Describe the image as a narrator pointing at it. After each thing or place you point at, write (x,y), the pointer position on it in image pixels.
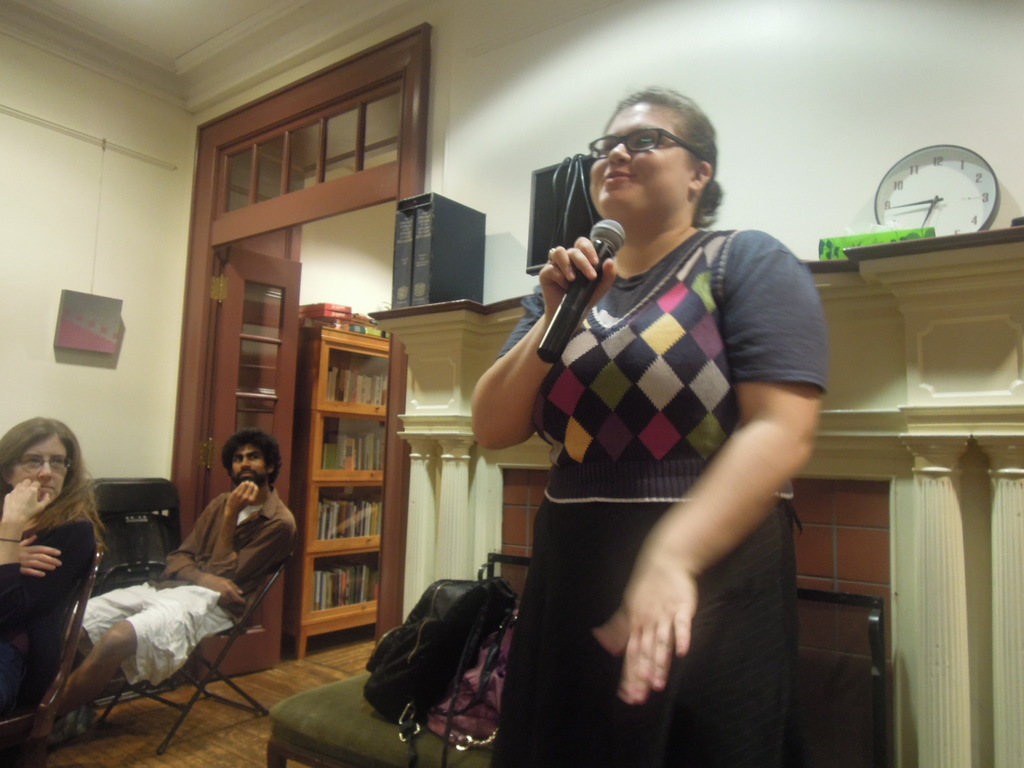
This is an inside view of a room (153,261). Here I can see a woman (611,478) standing and smiling by holding a mike (574,294) in the hand (583,264). Beside her there is a couch (342,727) on which few bags (447,679) are placed. At the back of her there is a construction (890,360) which has four pillars (929,546). On the left side (44,489) a woman (62,534) and a man (166,648) are sitting on the chairs (149,688) and looking at this woman (610,447). In the background (252,301) there is a door (266,303) and also I can see a cupboard (353,486) which is filled with the books (347,377). On the right side (917,203) there is a clock (895,192) and a monitor (556,197) are attached to the wall (860,80).
